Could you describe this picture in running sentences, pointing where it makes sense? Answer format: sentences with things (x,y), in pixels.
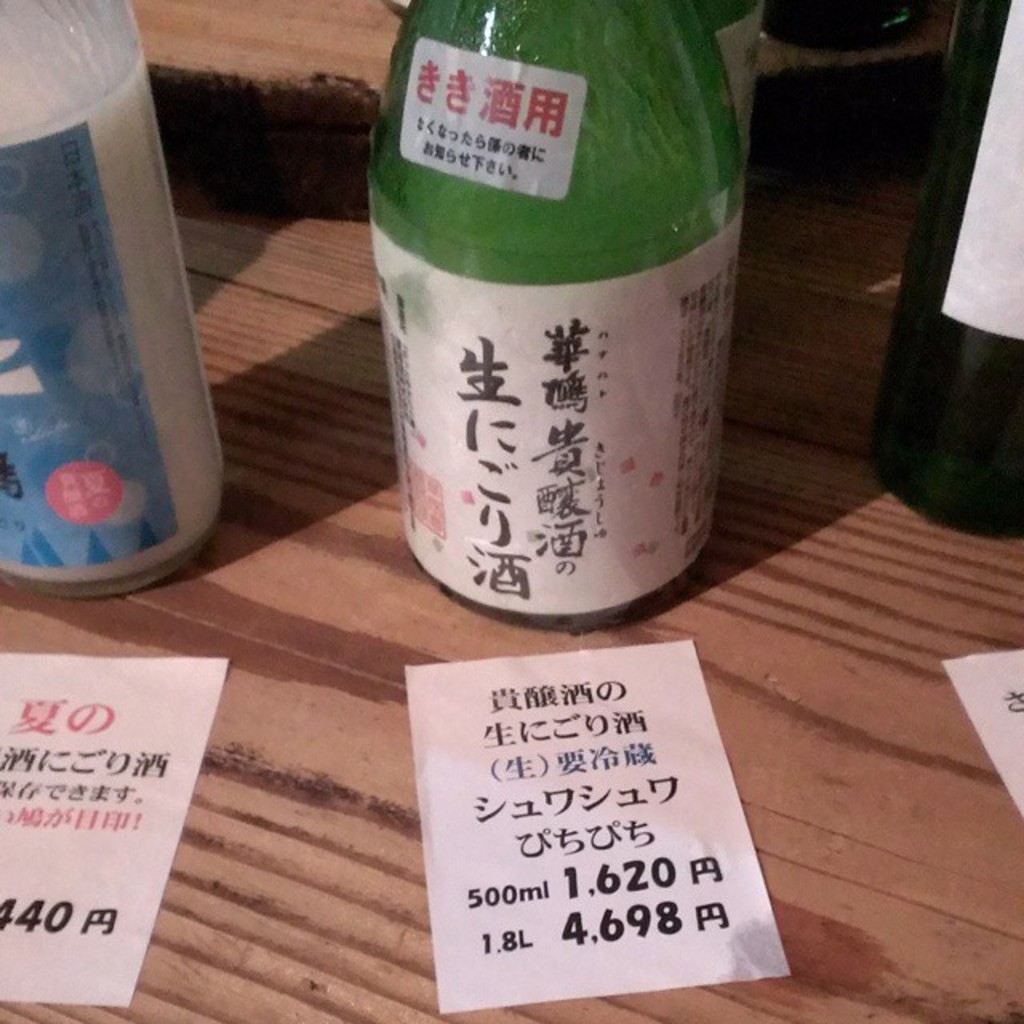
We can see bottles (532,236), few paper notes (638,791) on a table (325,853).
